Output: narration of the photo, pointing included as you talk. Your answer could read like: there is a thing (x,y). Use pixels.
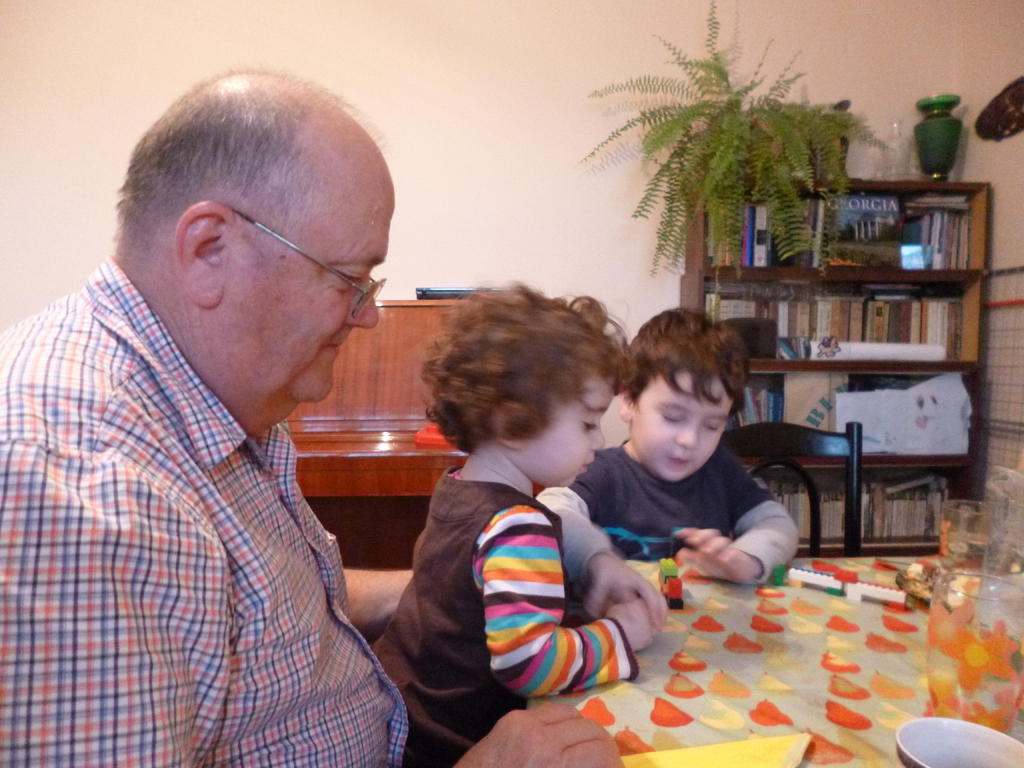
In this image I can see a man (332,545) and two boys (716,500). I can also see he is wearing a specs (355,311). In the background (807,331) I can see number of books (841,240) and a plant (677,123).
